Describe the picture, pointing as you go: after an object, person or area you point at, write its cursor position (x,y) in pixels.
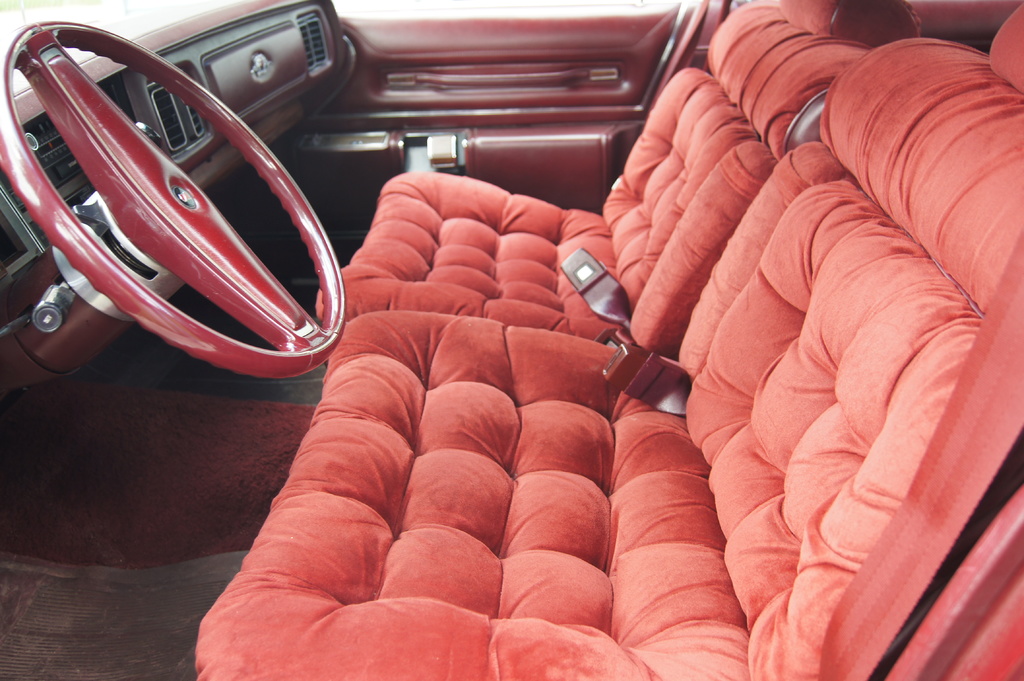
This is the inside view of a vehicle (730,394). Here we can see seats (712,448) and a steering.
